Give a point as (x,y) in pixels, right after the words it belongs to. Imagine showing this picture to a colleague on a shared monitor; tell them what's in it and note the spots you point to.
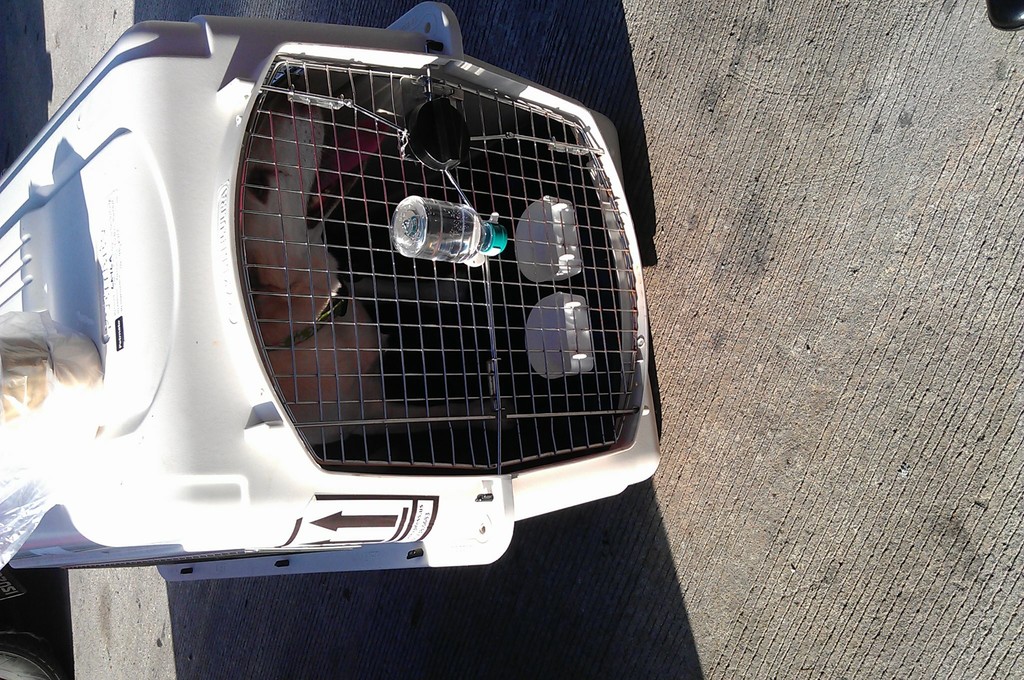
In this picture there is a dog (269,271) in the cage (408,428), it seems to be dog cage (434,286) and there is a water bottle (432,257) on it.
